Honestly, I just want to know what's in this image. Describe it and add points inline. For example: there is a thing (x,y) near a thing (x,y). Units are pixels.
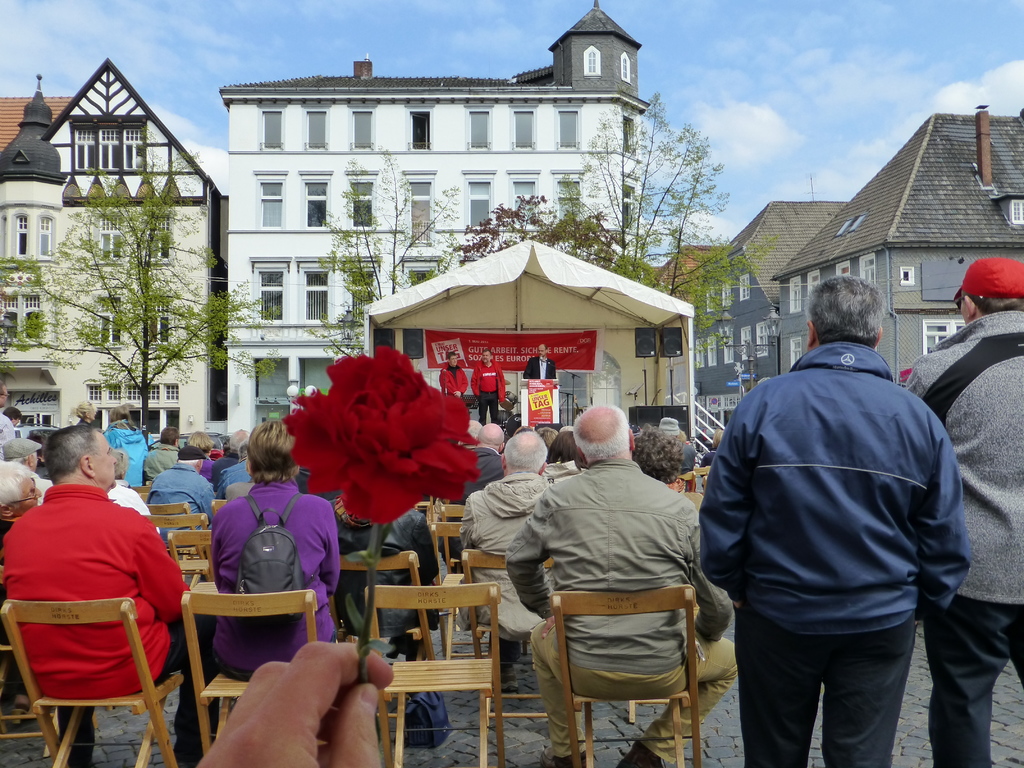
In this image there are group of people (648,523) sitting in chair (313,636), a person (347,651) catching a red color flower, two persons (927,426) standing in the road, and the background we have building (446,249), banner (483,332), tree (723,255), sky (676,122) covered with clouds (703,122), and a car (26,435).
